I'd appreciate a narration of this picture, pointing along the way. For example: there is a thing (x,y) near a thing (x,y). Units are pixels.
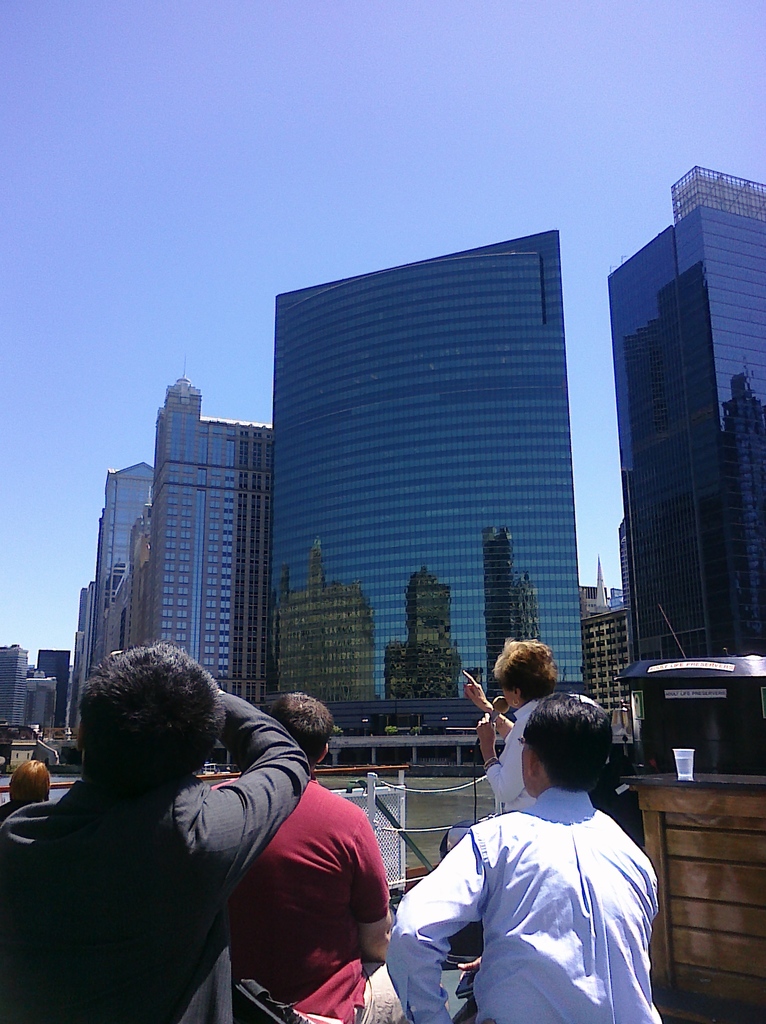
In the bottom of the image (178,715) there are people (127,958) standing. In the background of the image (441,626) there are buildings (203,440).
